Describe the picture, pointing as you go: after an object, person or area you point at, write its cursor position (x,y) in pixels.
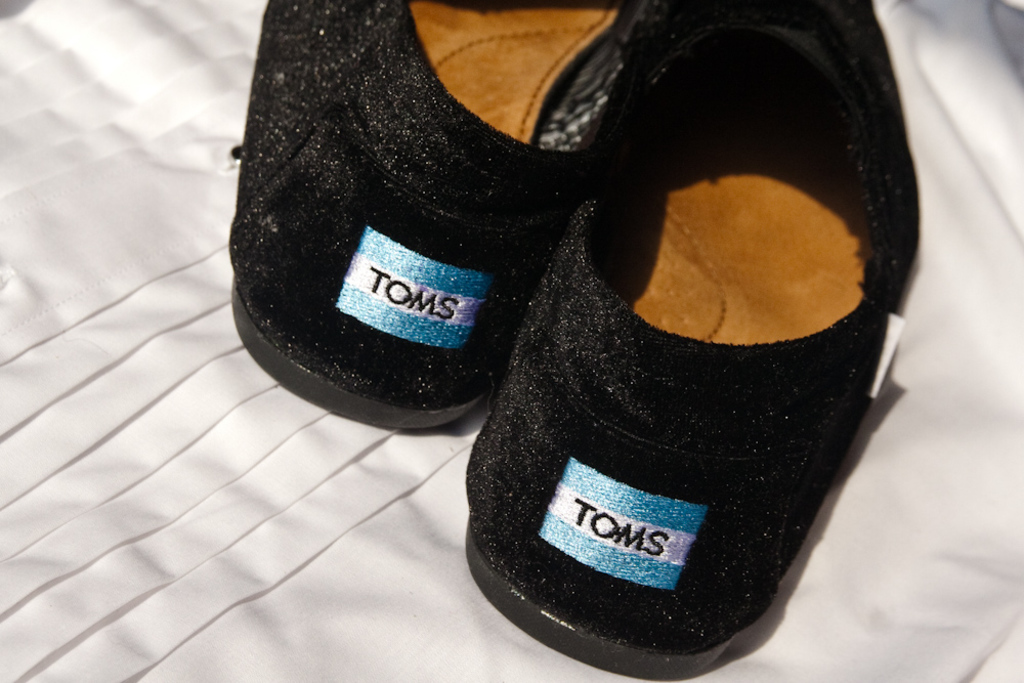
As we can see in the image there is a white color cloth (116,353) and black color shoes (482,399).
